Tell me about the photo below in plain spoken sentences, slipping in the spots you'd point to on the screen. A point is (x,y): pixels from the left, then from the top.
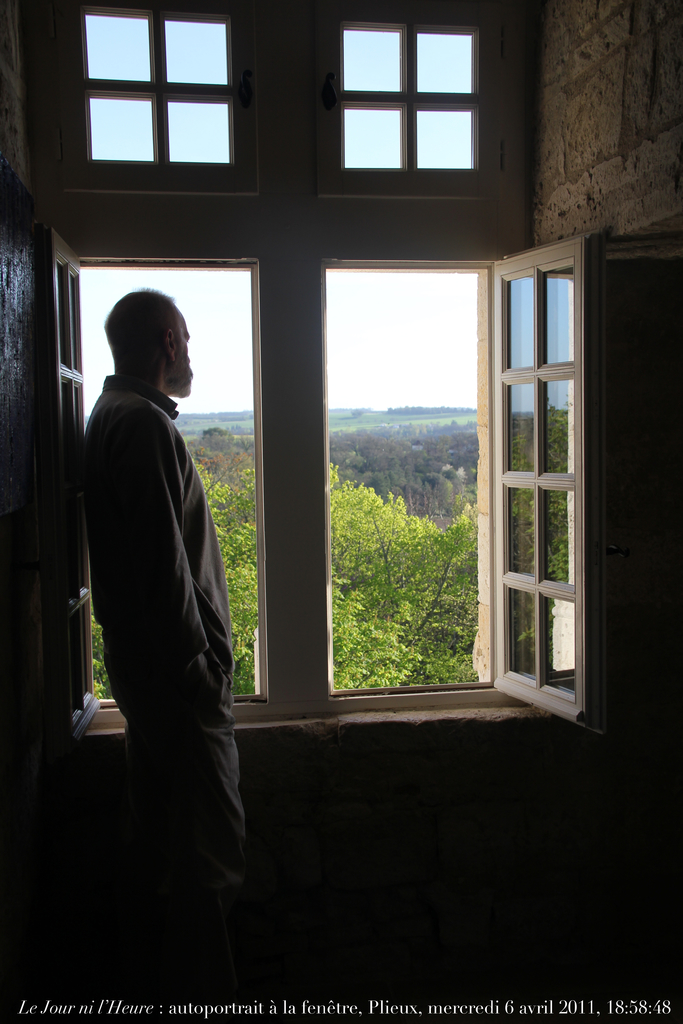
There is a person (162,362) standing near a window (65,347) which is having glass doors (548,346). In front of him, there is watermark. In the background (460,485), there are trees (366,441) and plants (418,599) on the ground (404,422) and there is sky (405,336).
